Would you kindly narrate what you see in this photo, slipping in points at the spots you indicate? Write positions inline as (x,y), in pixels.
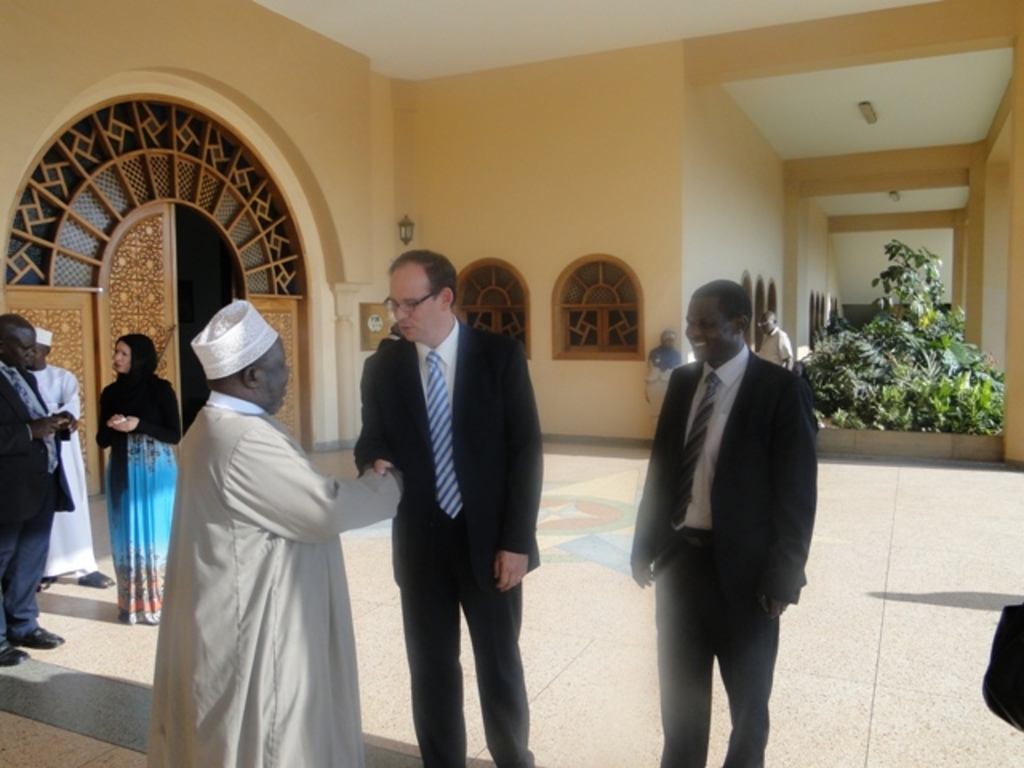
In front of the image there are two people (291,497) standing and shaking hands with each other, behind them there are a few people (749,417) standing, behind them there is a wooden door (176,292), glass windows (497,328) and a lamp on the wall (585,219). On the right side of the image (849,365) there are plants (888,374). At the top of the image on the rooftop (863,137) there are lamps (894,199).
